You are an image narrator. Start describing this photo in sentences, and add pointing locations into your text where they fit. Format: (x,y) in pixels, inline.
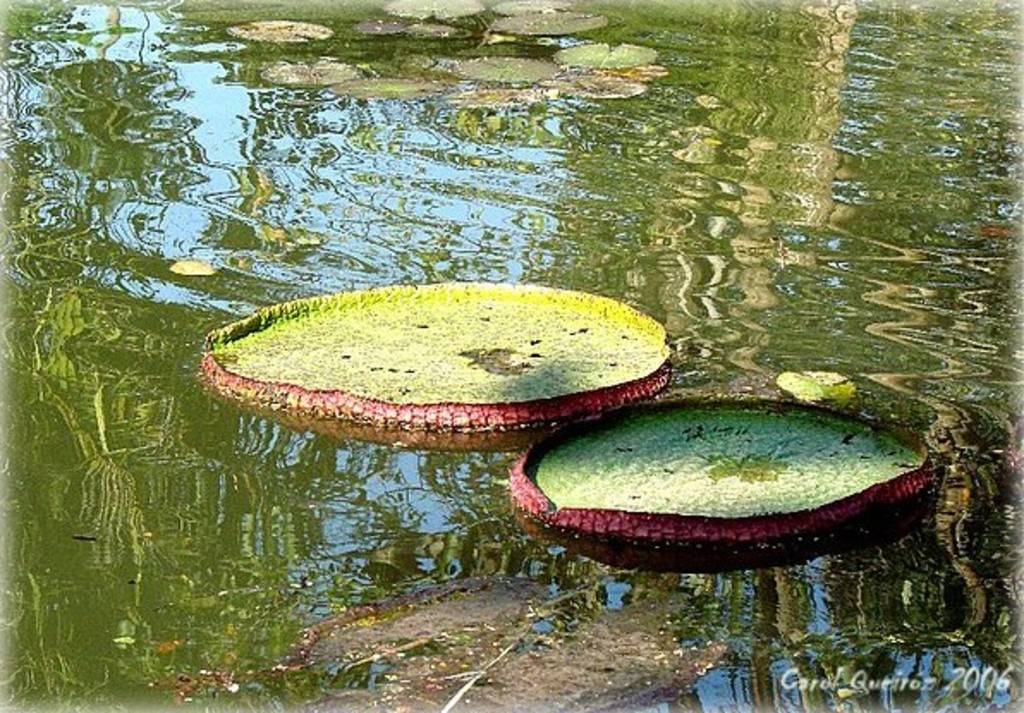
In this picture there is a water body (790,628). On the top of the water (369,64) there are lotus leaves (477,377).
